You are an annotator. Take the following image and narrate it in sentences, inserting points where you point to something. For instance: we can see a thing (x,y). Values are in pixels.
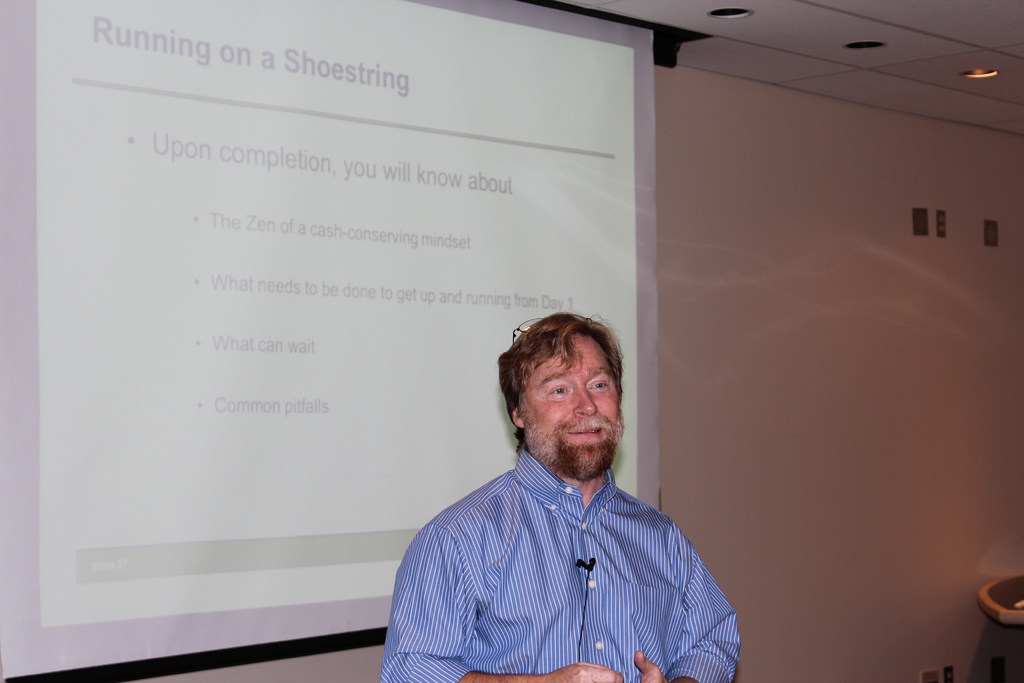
In the middle of the image (615,386) a man (699,599) is standing. Behind him there is a screen (622,139) and there is wall (987,200).
